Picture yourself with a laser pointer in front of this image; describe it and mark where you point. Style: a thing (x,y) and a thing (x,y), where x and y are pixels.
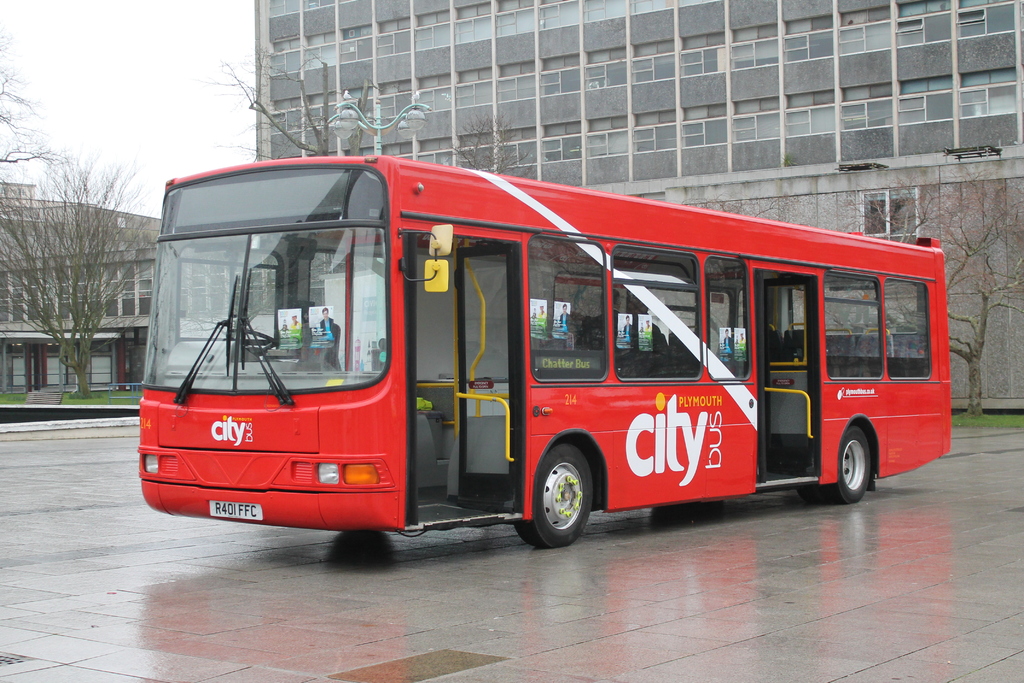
In the middle of this image (603,300), there is a red color bus (618,225) on the road (177,665). In the background (185,108), there are lights (350,118) attached to the pole (380,136), there are trees (359,140), buildings (977,24) and grass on the ground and there are clouds (123,60) in the sky (133,60).
